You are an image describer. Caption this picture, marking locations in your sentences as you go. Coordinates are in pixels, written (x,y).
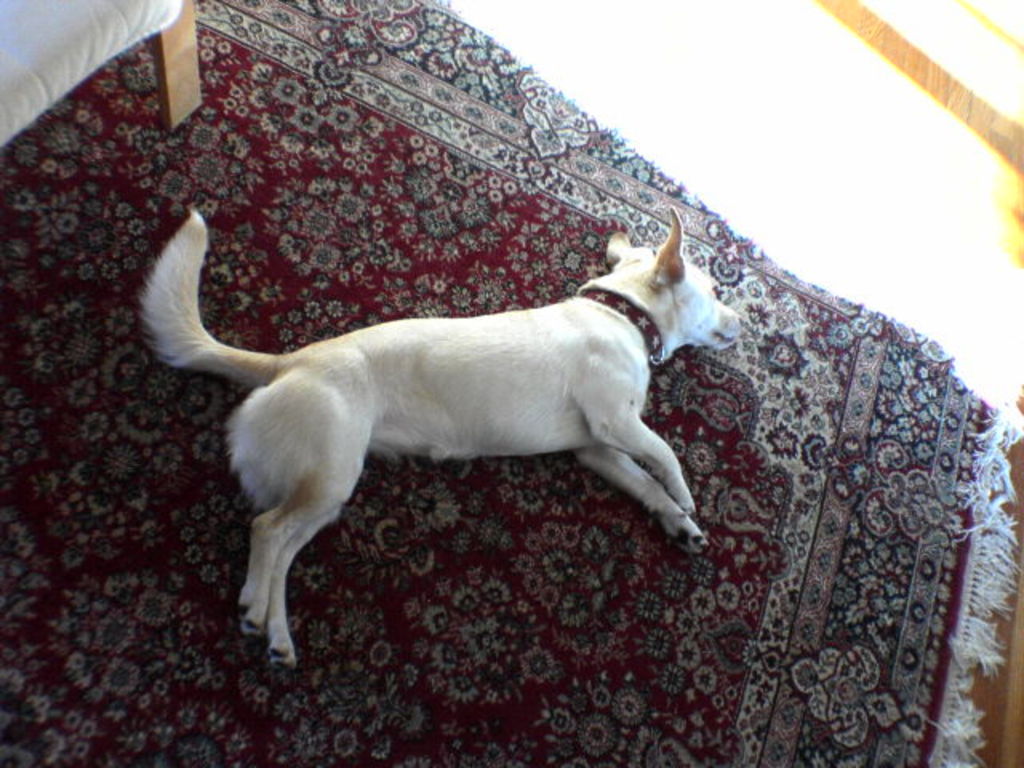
In this image I can see a dog (485,373) which is white, cream and brown in color is laying on the floor mat (560,455). I can see belt (644,312) to its neck (620,284). To the left top of the image (97,10) I can see a couch (46,88) which is white in color.
